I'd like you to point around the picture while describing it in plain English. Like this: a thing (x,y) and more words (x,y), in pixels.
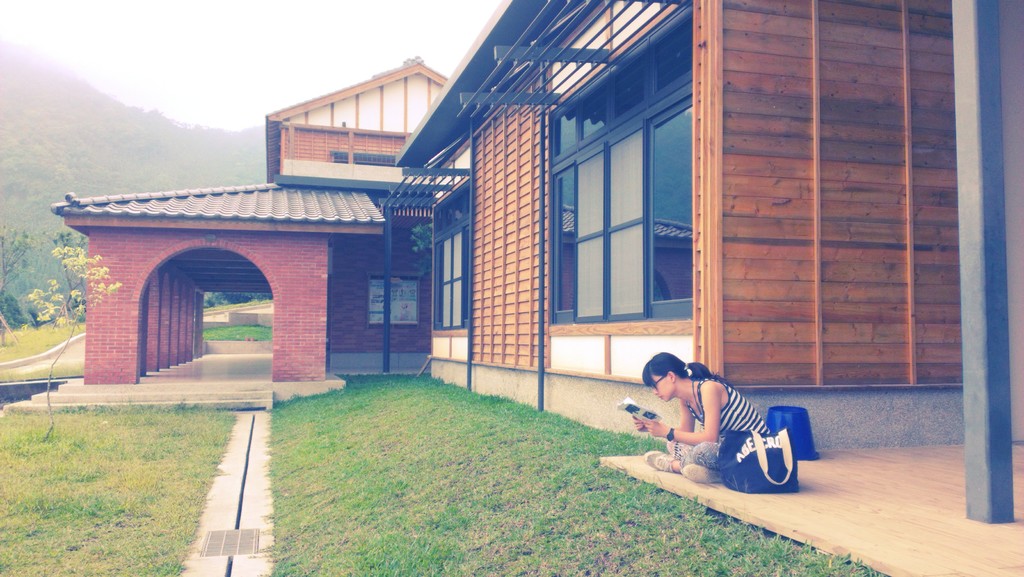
On the right side of the image (685,445) we can see a lady (706,445) sitting and holding a book (645,415), next to her there is a bag (793,455) and a bucket (793,436) placed on the floor (854,487) and we can see buildings (223,222), hills (146,128) and sky (322,87). At the bottom (192,486) there is grass (176,475) and a plant (76,290).
